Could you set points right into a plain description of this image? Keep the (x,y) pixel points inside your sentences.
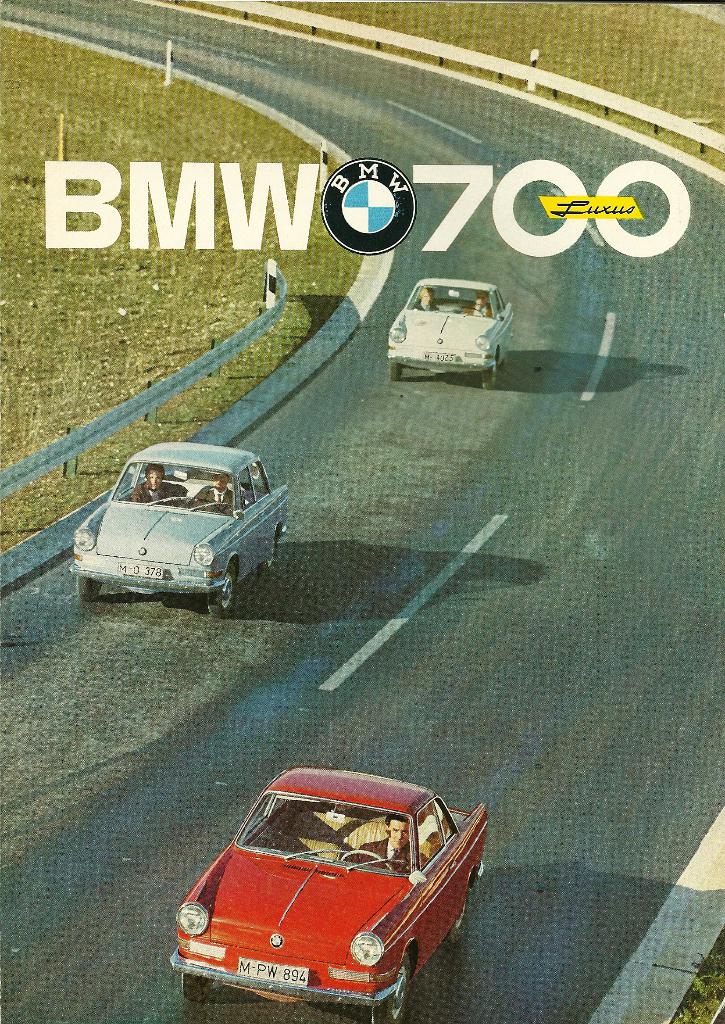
In this image I can see three cars (171,530) on the road (46,990). On the top (204,132) I can see a text (235,171), fence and grass (185,263). This image is taken during a sunny day.
